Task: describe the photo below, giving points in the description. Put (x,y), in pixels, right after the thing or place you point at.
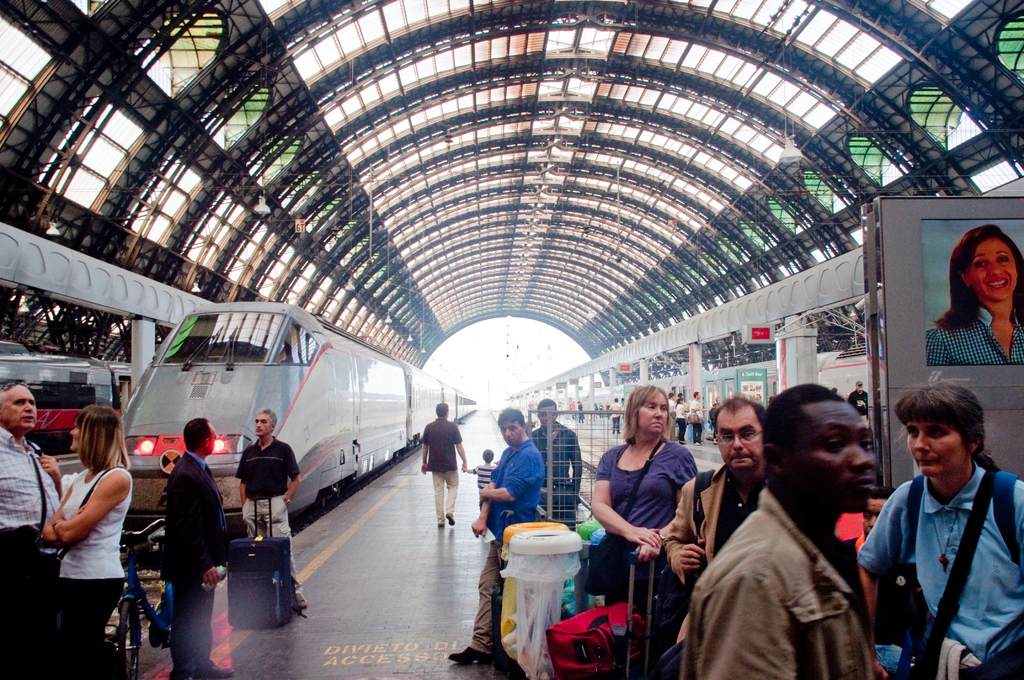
There is a train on the track (314,515). Here we can see few persons (656,519), bags (602,626), screen (1008,280), lights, and boards (891,436). Here we can see a roof (659,192).
